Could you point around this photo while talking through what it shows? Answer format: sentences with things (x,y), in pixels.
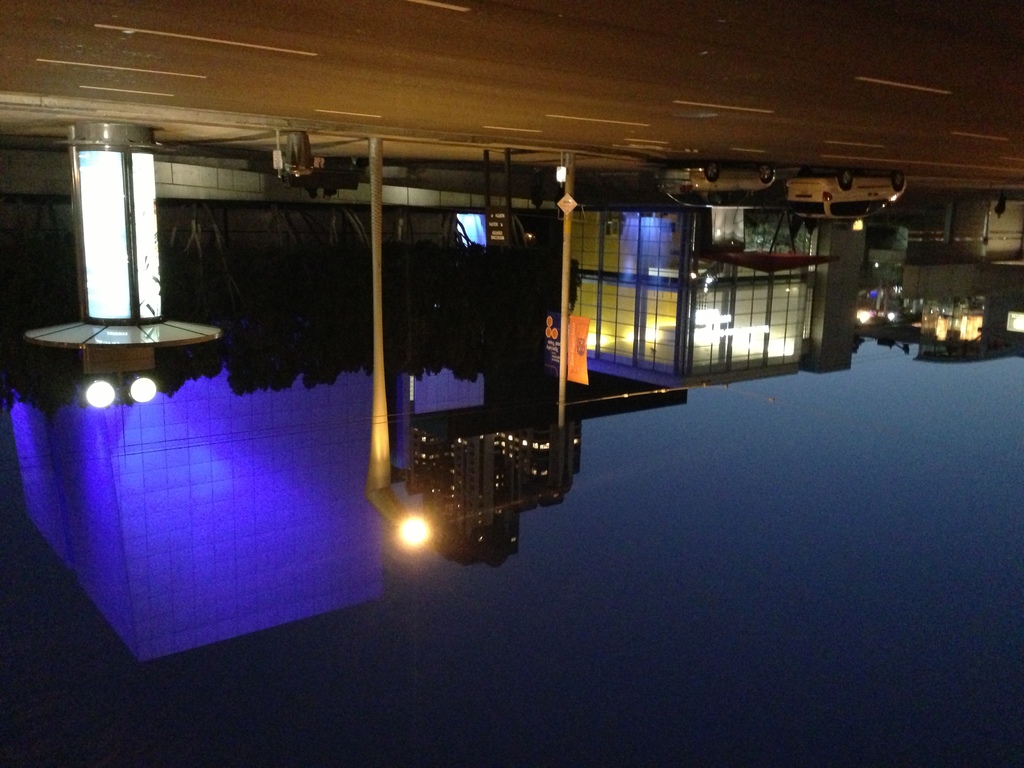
In this picture I can see there is a road (929,177) and there are few vehicles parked on the road (632,150) and there are trees (350,345) and buildings (469,464).
